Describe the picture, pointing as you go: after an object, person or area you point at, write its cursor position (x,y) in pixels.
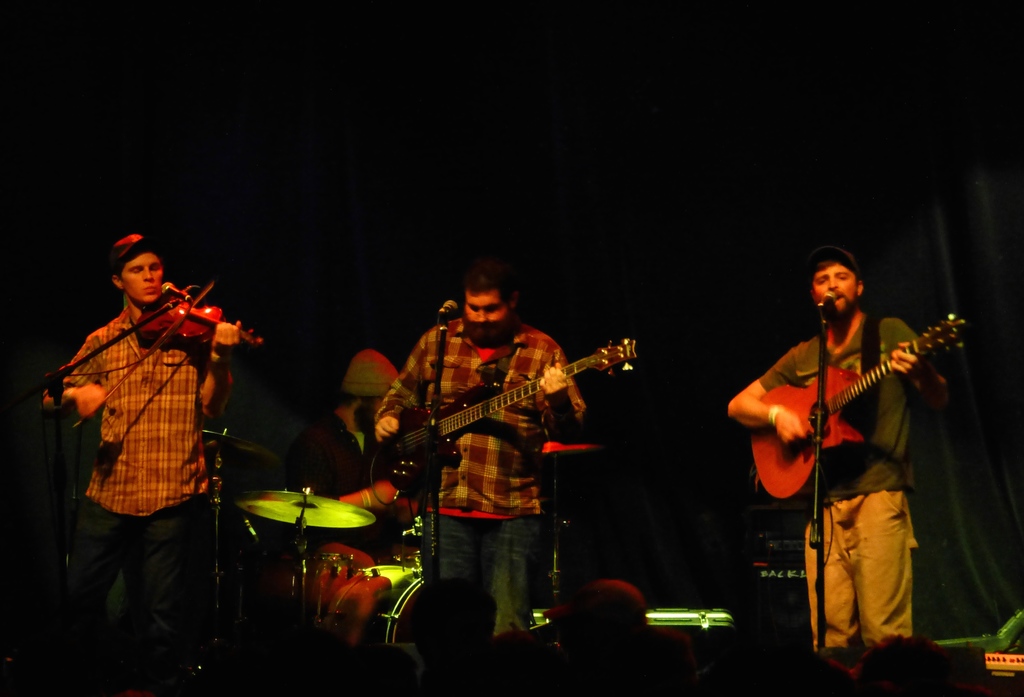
Here we can see four people (152,530) standing on the stage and two people (453,496) from the right are playing guitar (855,398) and singing with microphone (437,373) in front of them and the person (164,449) on the left (182,449) is playing violin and the person (382,360) in the middle (389,372) is playing drums (270,514).
